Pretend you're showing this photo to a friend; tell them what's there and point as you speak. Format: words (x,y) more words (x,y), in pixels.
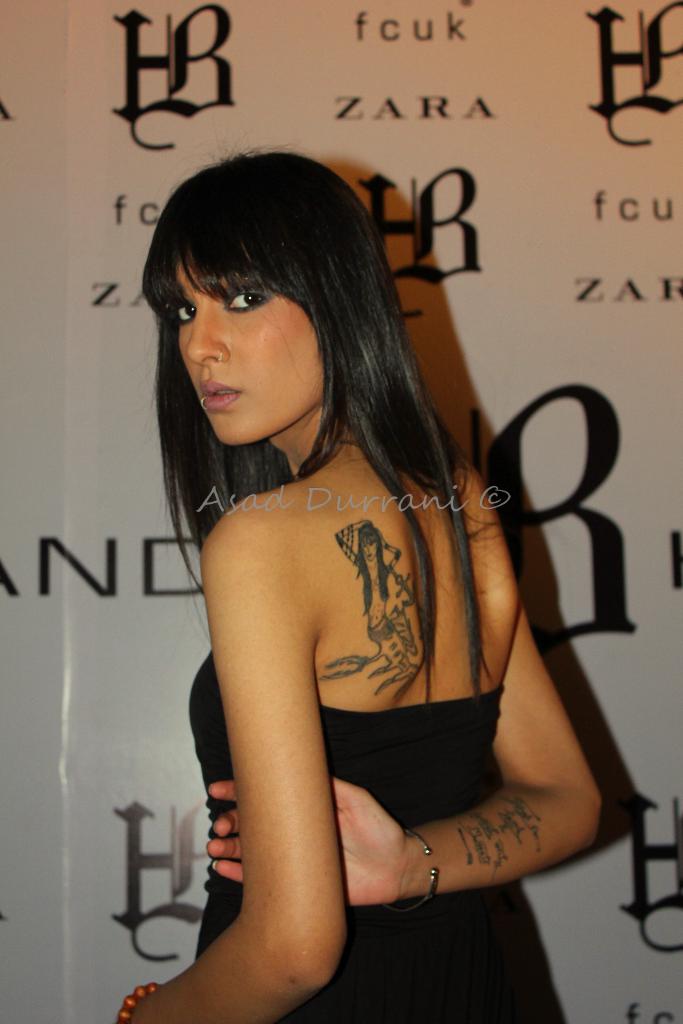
In the picture we can see a woman (372,605) wearing black dress (453,1017) has turned back where we can see tattoos (394,657) on her back shoulder (394,657) and on her hand (490,874). In the background (85,519), we can see the white color banner (585,644) on which we can see some text (155,853). Here we can see the watermark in the center of the image (452,509).
